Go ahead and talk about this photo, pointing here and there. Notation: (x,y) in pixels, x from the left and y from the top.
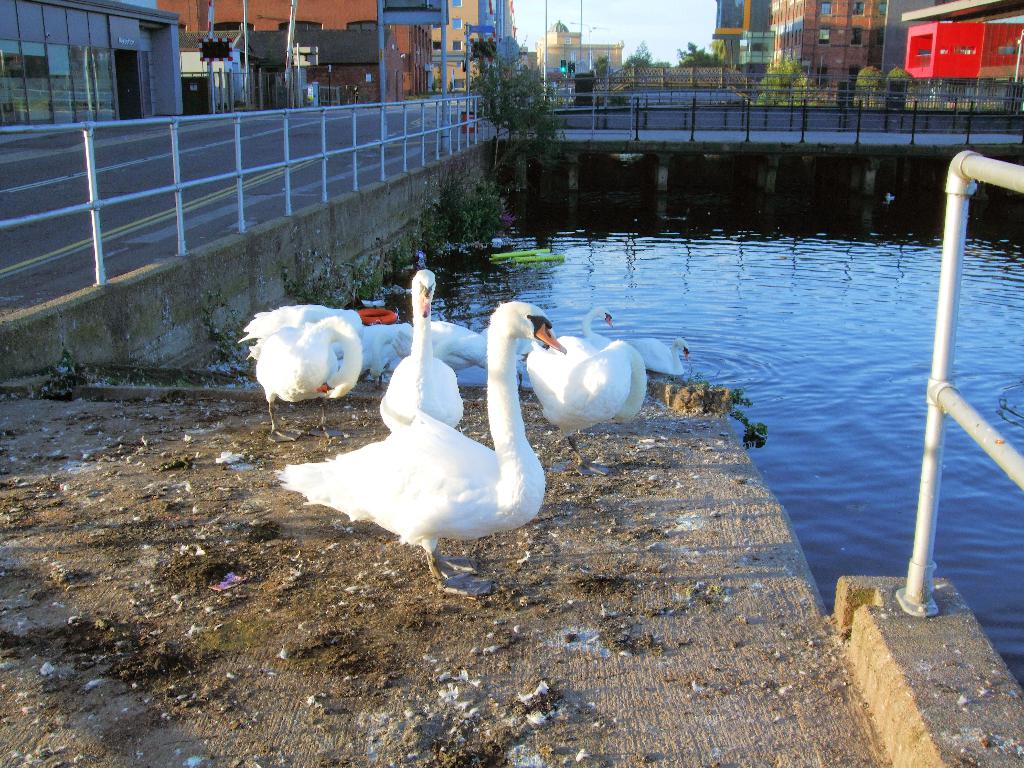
In this image I can see few birds (414,447) in white color. Back I can see few buildings (349,38), trees (515,70), poles (442,2), signboards (423,2), railing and water (664,207). The sky (649,29) is in white and blue color.
